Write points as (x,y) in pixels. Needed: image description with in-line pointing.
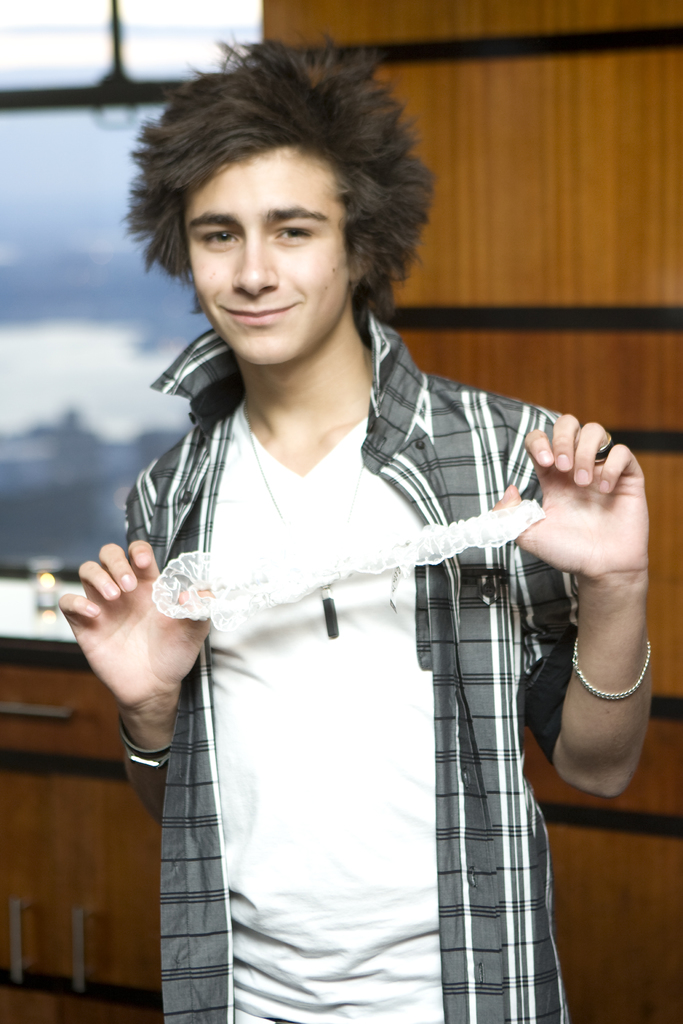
This image is taken indoors. In the background (481,173) there is a wall (520,257) with a window (117,372). In the middle of the image (336,355) a boy (346,445) is standing and he is with a smiling face (236,194). He is holding a lace garter (261,577) in his hands (534,542).
